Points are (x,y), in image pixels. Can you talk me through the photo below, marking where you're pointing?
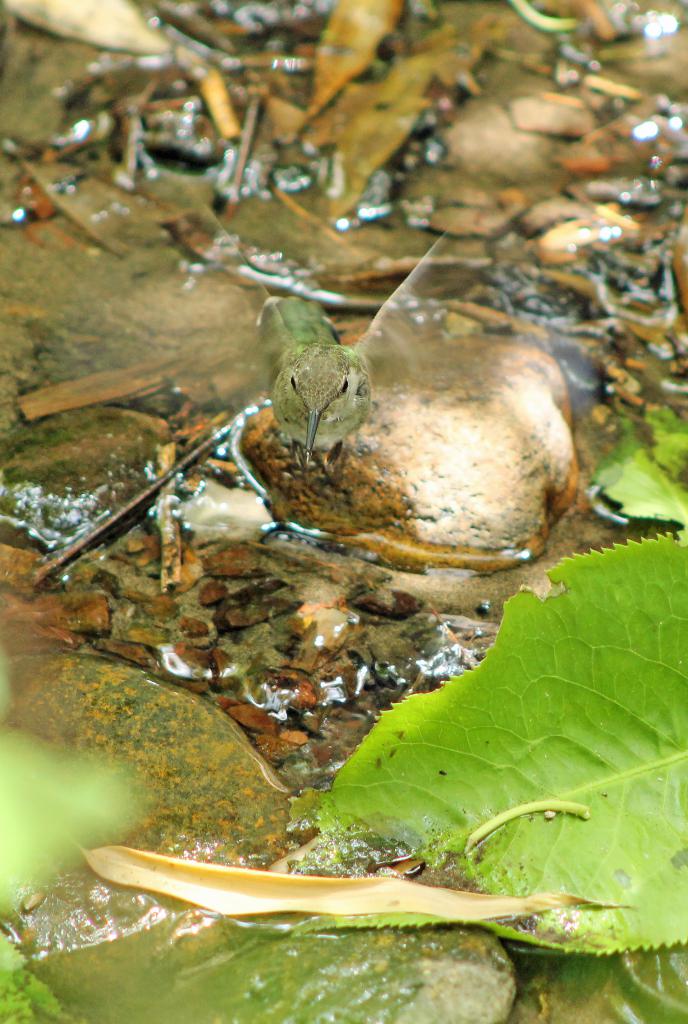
In this image we can see a bird (314,377) on a stone (393,414). We can also see the water (274,582), stones (202,494) and some leaves (575,787) on the ground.
